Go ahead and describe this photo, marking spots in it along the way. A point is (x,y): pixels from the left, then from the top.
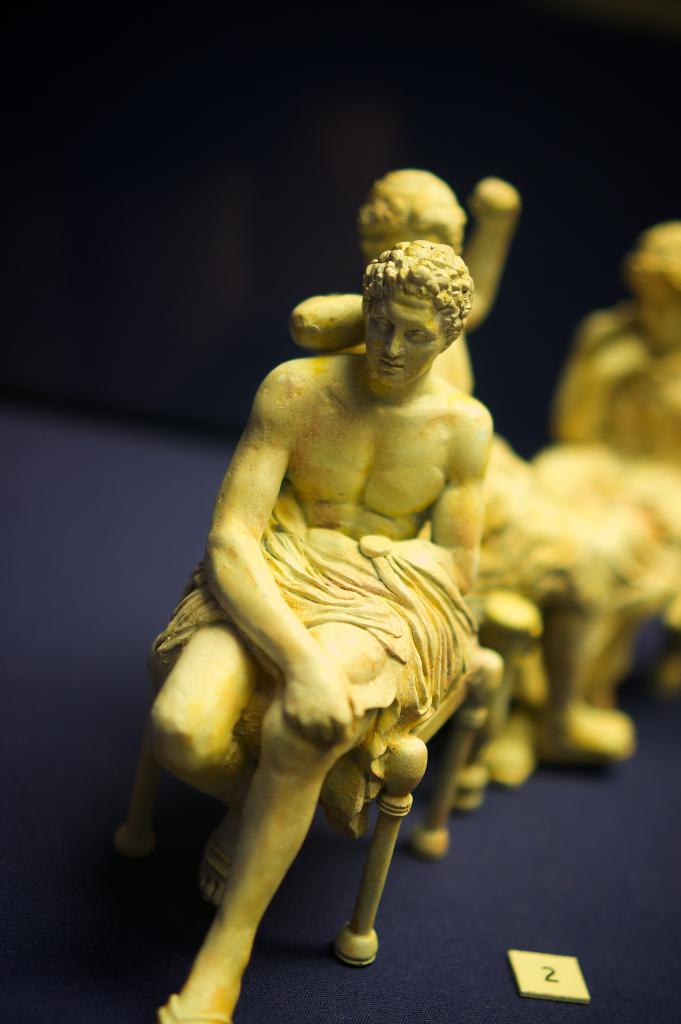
In this image there are some depictions (410,524) of some persons (408,452) are on the right side of this image (466,408) and there is a floor (67,583) on the bottom of this image (135,875) and there is one object (552,966) kept on the floor (507,972) on bottom right corner of this image (541,983), and there is a wall (226,190) in the background (205,128).
